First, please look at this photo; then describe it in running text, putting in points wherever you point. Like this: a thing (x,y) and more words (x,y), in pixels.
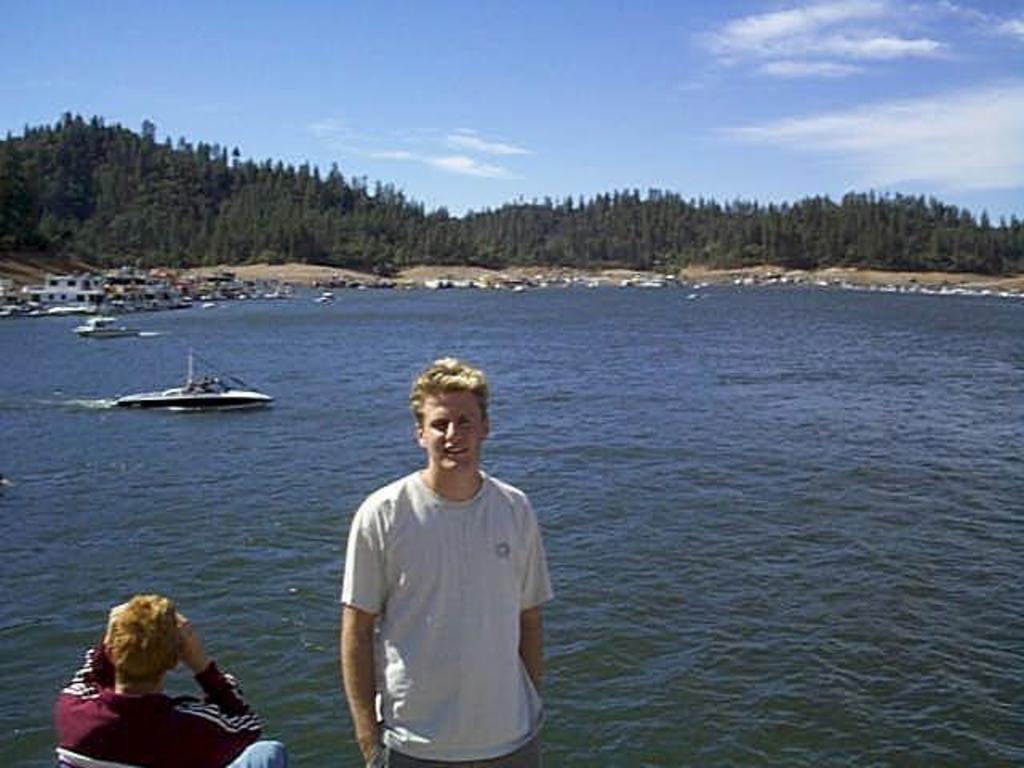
This picture shows trees (16,168) and boats (189,297) in the water (281,357) and we see a man (459,462) Standing and a man (151,704) seated and a blue cloudy Sky (639,70).
